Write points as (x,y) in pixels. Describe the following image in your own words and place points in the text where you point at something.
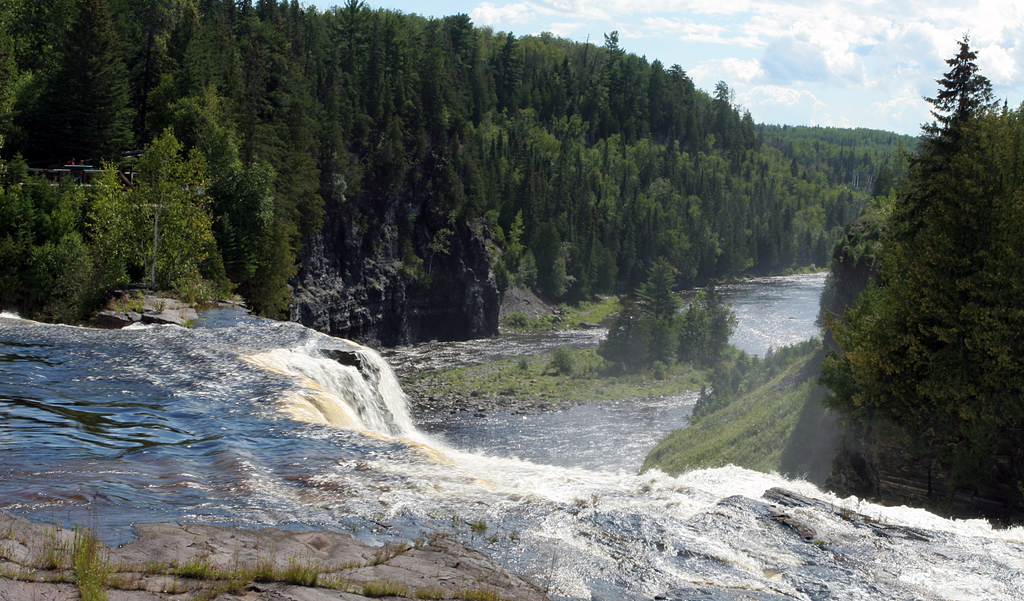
In this image there is a waterfall (375,402), in the background of the image (486,412) there are rocks (378,315) and trees (500,184).
